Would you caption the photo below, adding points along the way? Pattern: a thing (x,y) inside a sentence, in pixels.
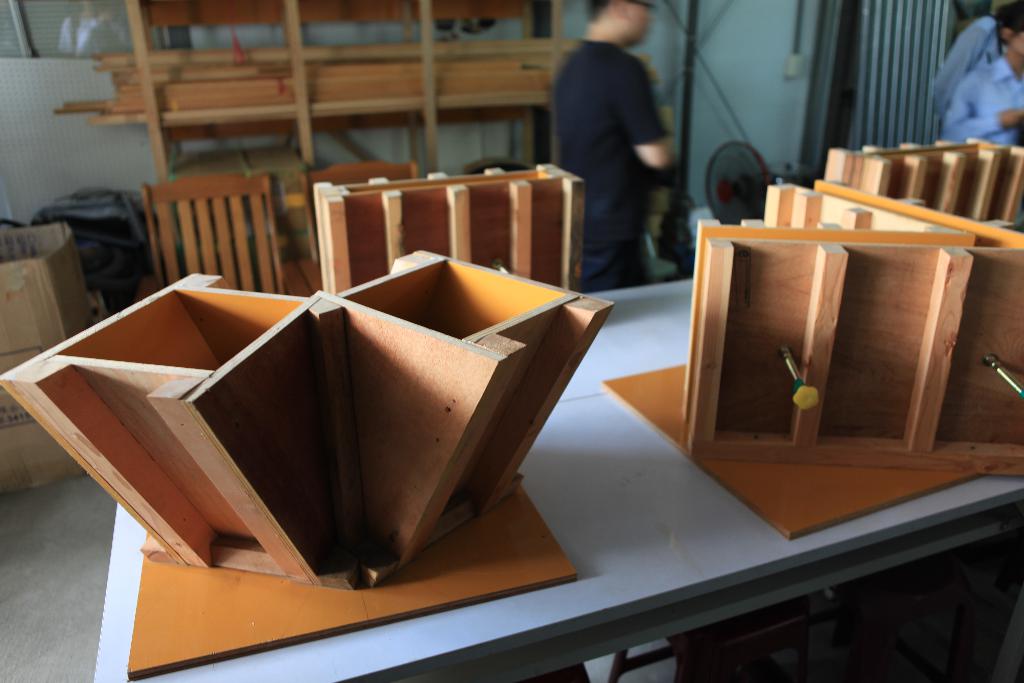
In this picture there are wooden blocks (492,423) placed on the table (629,516). Behind the table (617,307) there is a rack (361,103) and wooden pieces (270,104) are placed in it. To the left corner of the image (57,307) there are cardboard boxes (13,436). In the center (612,228) there is a man (611,203) walking and front of him there is table fan (728,180). There are other two persons (966,87) to the above right corner of the image (958,92). In the background (781,104) there is wall (761,112).
